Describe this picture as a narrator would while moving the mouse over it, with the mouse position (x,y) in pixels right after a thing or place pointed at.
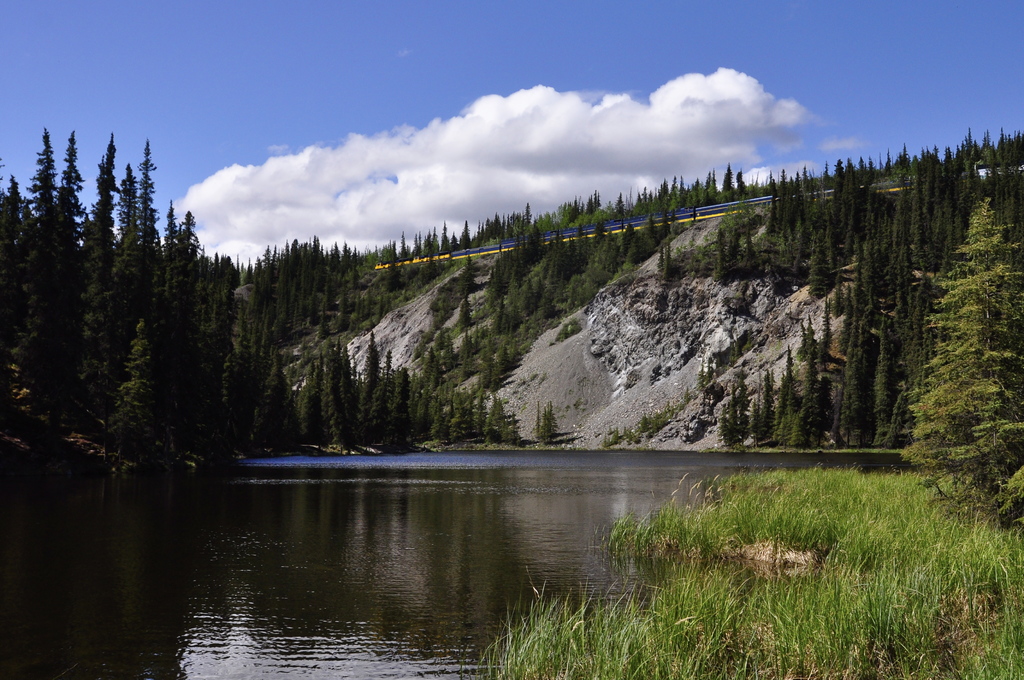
In this image I can see water (474,464) in the centre (535,453) and on the right side of this image (846,505) I can see grass (737,501). I can also see number of trees (64,427), clouds (627,187) and the sky (400,59) in the background (422,72).
